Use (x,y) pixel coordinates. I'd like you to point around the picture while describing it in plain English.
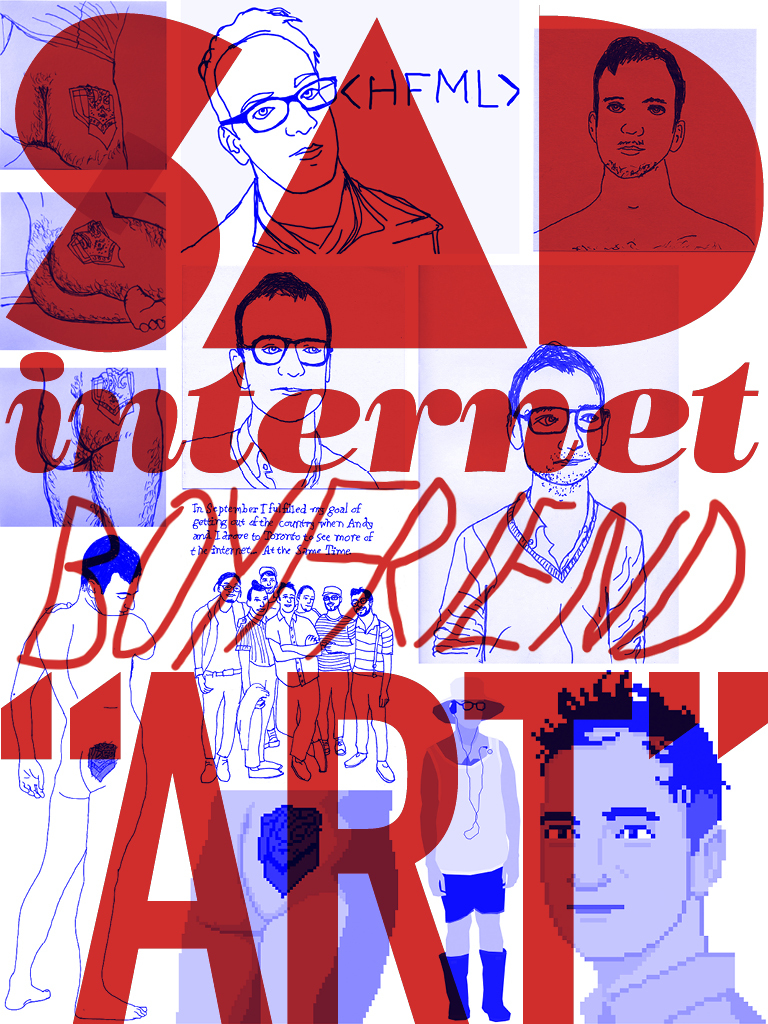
This picture contains a poster (454,764) on which "SAD INTERNET BOYFRIEND ART" is written in red color. Behind that, we see the paint (474,628) of a man (127,624) drawn on that poster (307,699).
